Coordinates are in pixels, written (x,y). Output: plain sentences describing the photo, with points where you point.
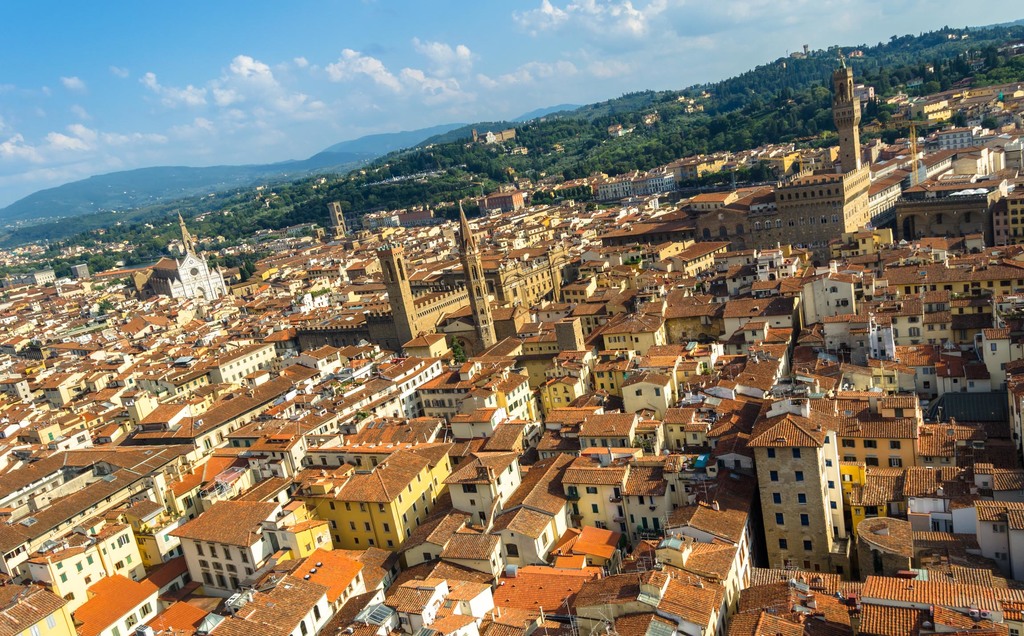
In this picture I can see buildings (490,361), trees (302,202) and I can see hill (182,166) and a blue cloudy sky (466,73).
